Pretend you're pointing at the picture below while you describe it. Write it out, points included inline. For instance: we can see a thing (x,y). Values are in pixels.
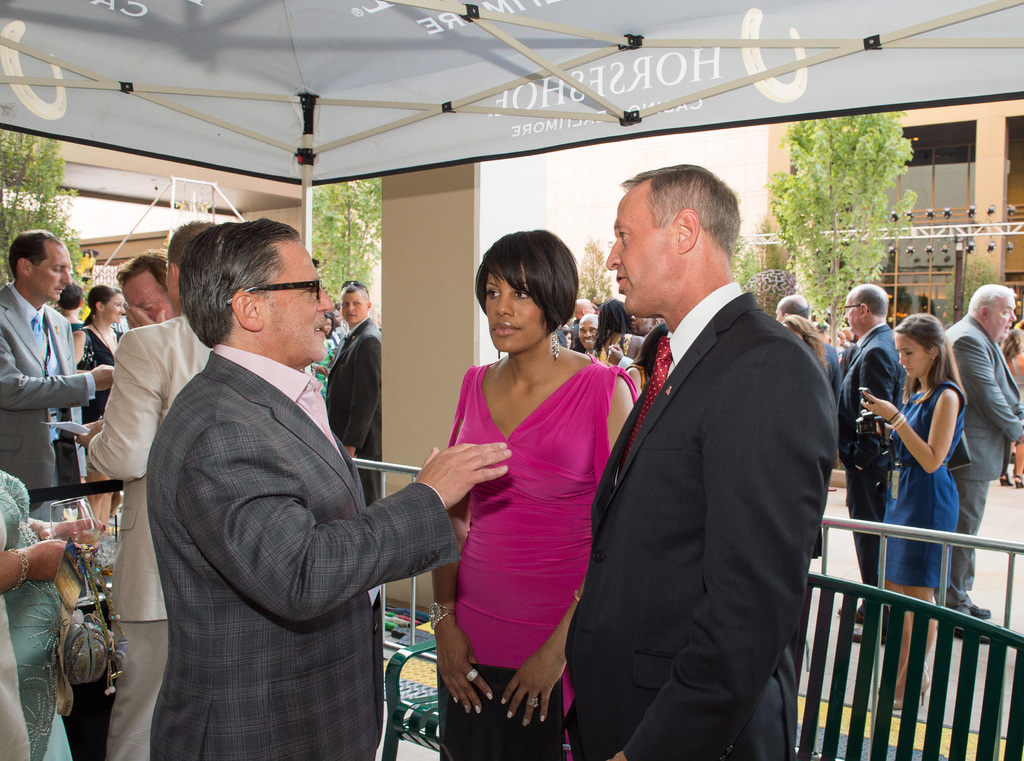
This picture shows few people (59,320) standing and we see a man (290,319) wore spectacles (312,282) on his face (293,339) and we see few buildings (753,219) and trees (40,179) and a tent (793,16) and a woman (876,403) standing and holding mobile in her hand (887,412) and we see all the men (725,313) wore coats (192,367) and we see a woman (49,572) holding glass (82,520) in her hand (36,566).
